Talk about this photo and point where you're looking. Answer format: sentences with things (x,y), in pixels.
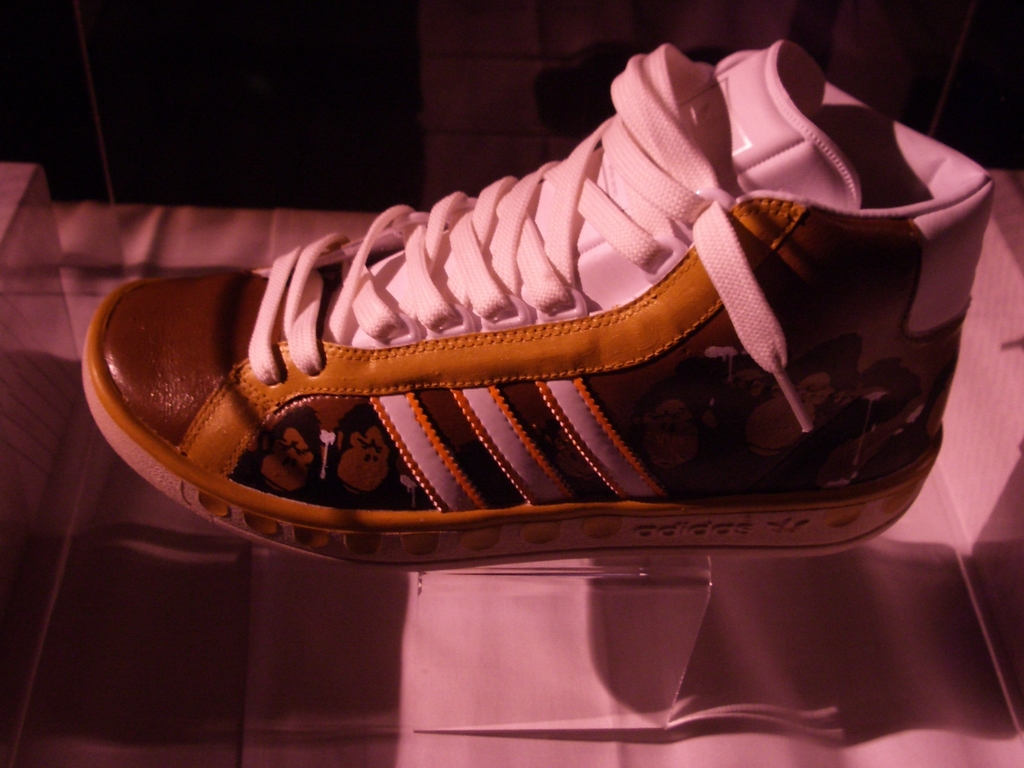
In this image we can see a shoe (711,398) on the glass surface (619,627).
